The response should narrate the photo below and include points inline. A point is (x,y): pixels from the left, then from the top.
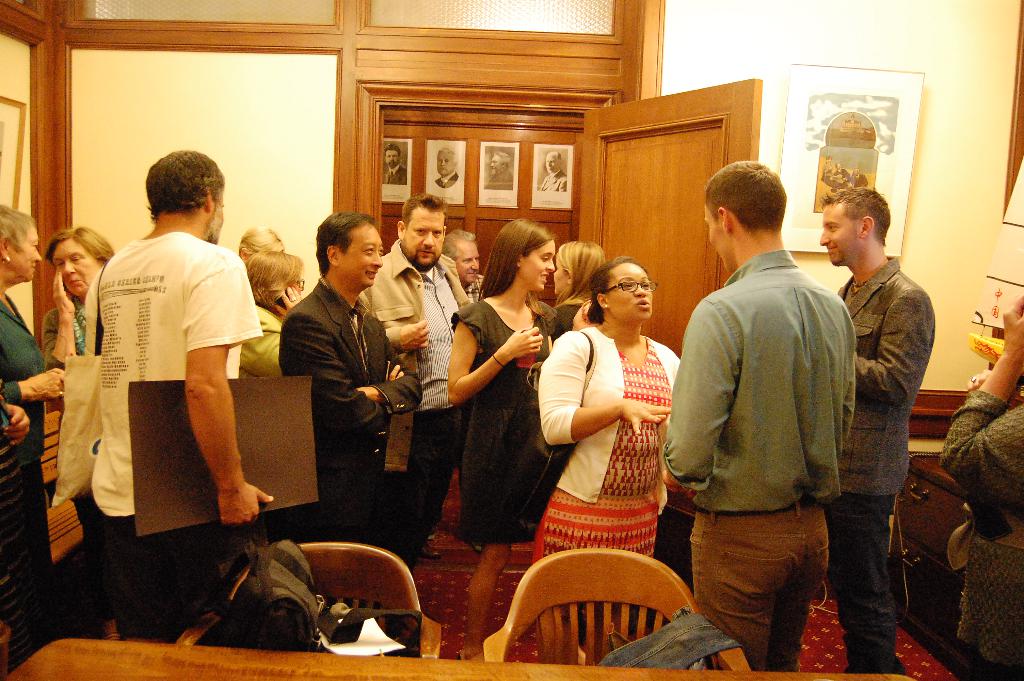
There are group of people (496,300) standing. Among them few people (493,393) are talking to each other. These are the frames (502,186), which are attached to the wall (835,57). This looks like a wooden table (154,668). There are two chairs (390,604). I think these are the drawers (914,516). This is a wooden door (673,225). I can see a bag (314,609), which is placed in the chair (377,595). On the right side of the image (1005,451), I can see another person (1005,441) standing. This is a carpet (821,645) on the floor (815,651).
